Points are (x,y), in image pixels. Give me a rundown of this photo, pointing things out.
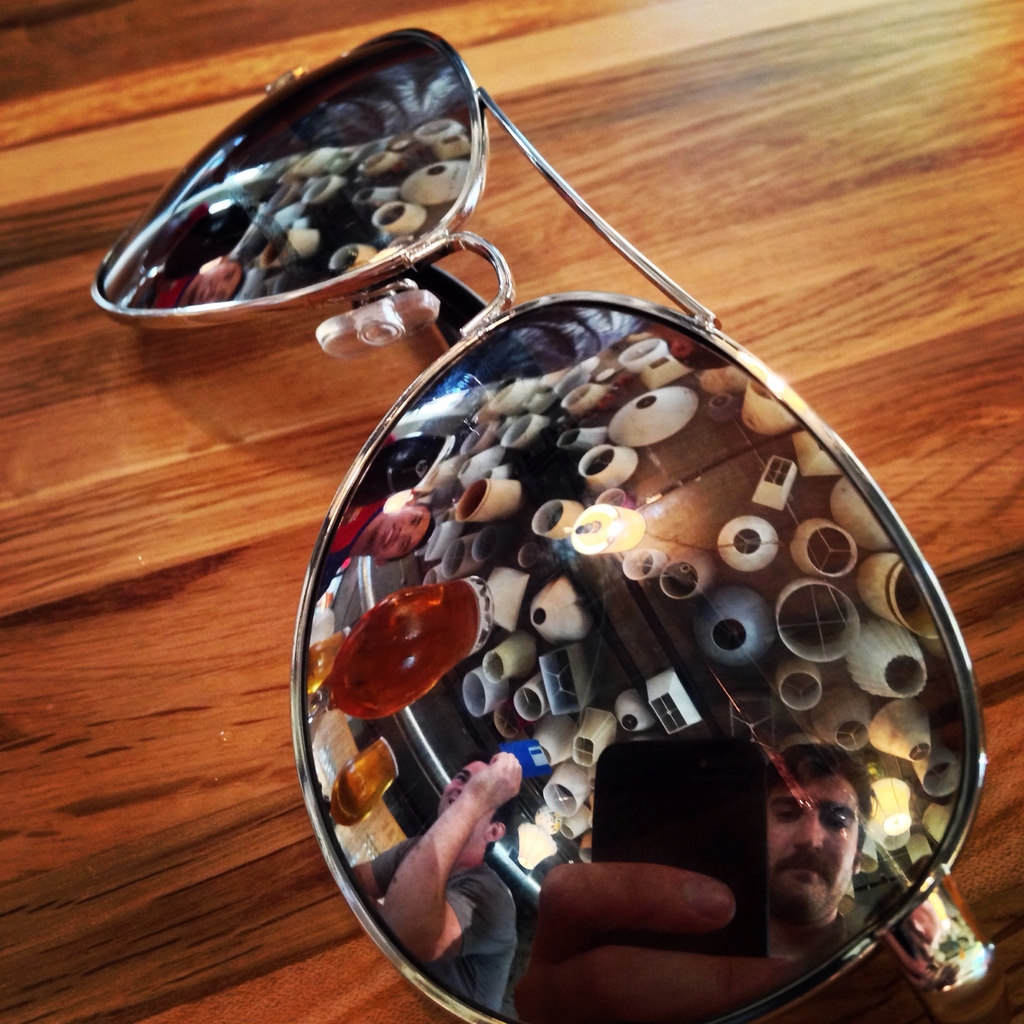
In the image there is a table (917,371). On table (919,254) we can see a goggle (379,308), on right side (834,853) we can see a reflection image (834,869) of a man (822,881) and he is also holding a mobile (626,759) and we can also see another man (477,785) and few bottles (372,639).
